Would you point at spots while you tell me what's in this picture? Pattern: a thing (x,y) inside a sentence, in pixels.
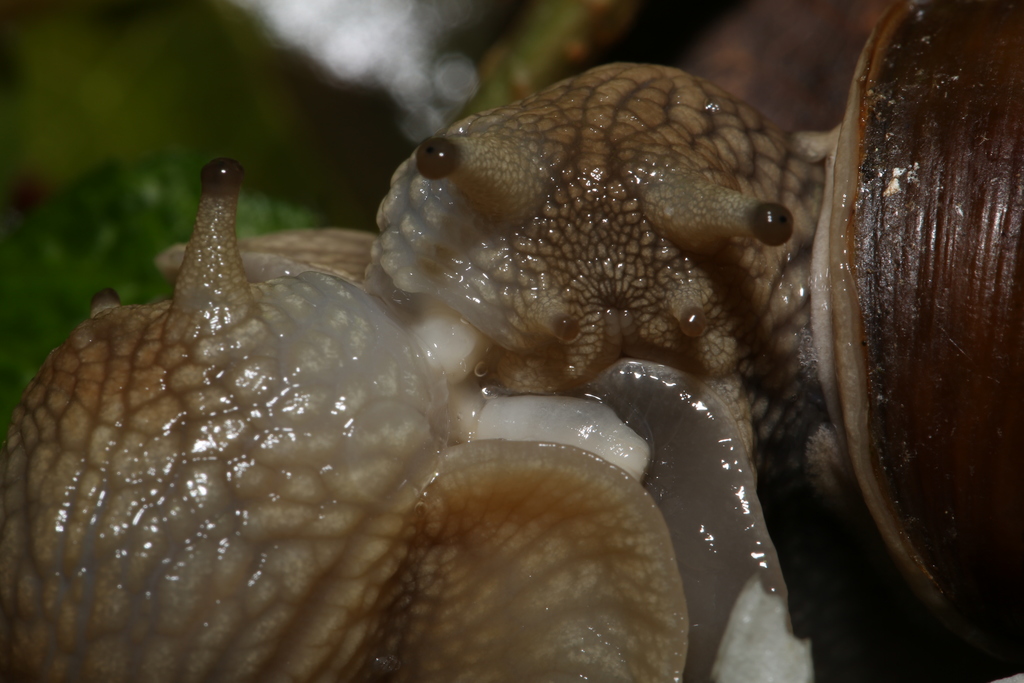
In this image we can see the snails (433,315) and the background (660,13) is blurred.
